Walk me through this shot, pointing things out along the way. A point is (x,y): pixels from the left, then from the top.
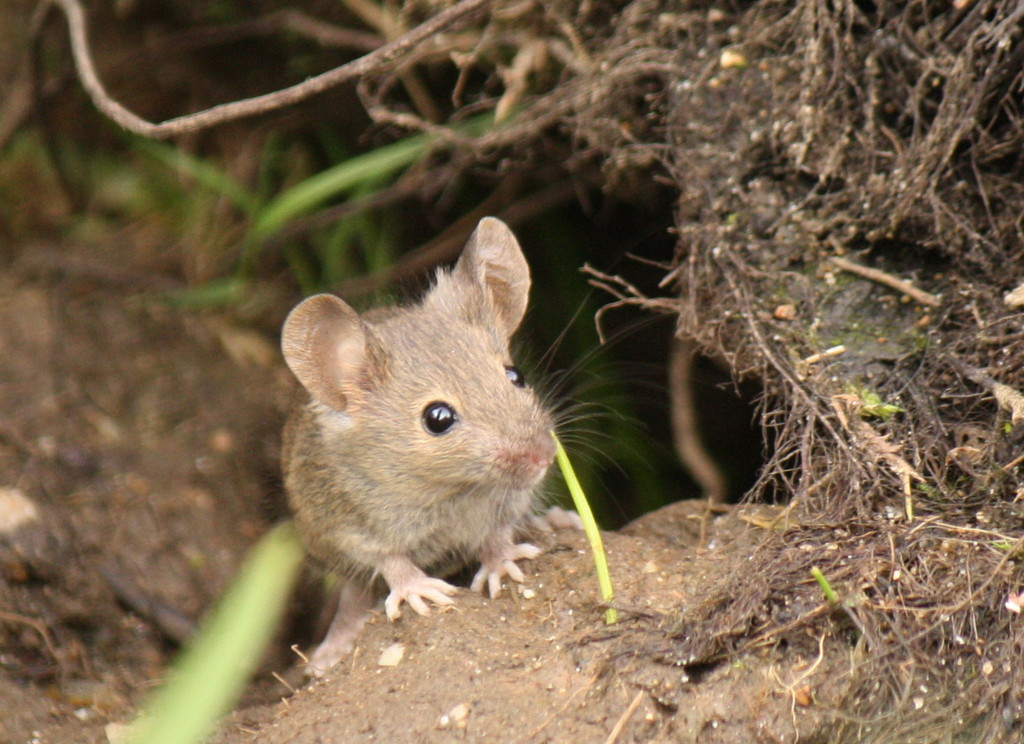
In this image we can see a rat (430,387), also we can see the grass (570,473), and the background (600,206) is blurred.
